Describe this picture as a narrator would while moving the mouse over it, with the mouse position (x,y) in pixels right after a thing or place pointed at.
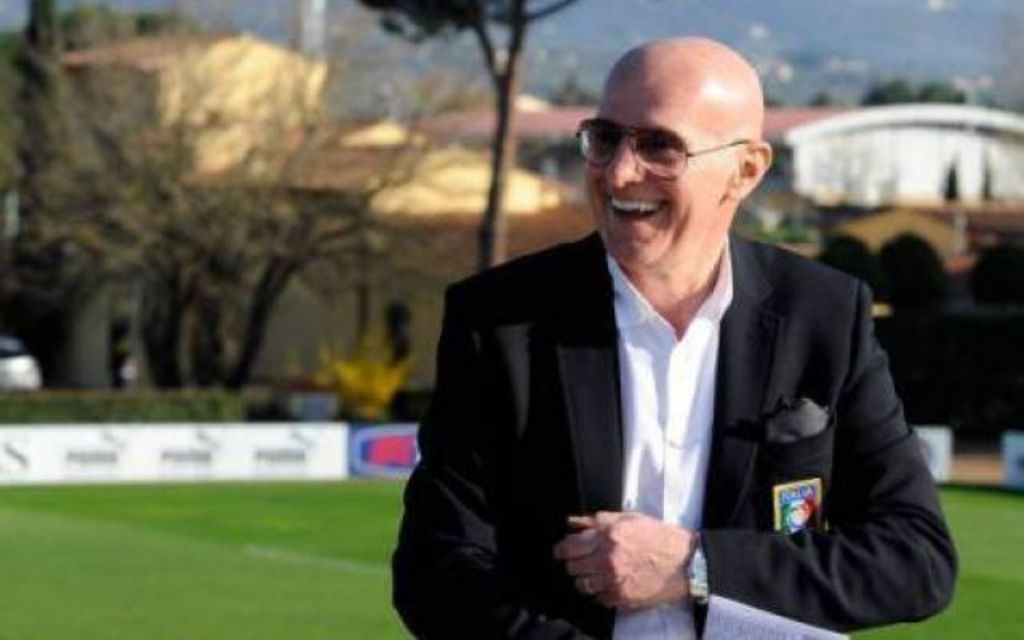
Here we can see a man (664,381) and he is smiling. In the background (85,524) there are hoardings (390,460), trees (168,298), plants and grass (290,537) on the ground (133,612) and we can also see buildings (437,136), objects (2,369) and sky (878,48).
